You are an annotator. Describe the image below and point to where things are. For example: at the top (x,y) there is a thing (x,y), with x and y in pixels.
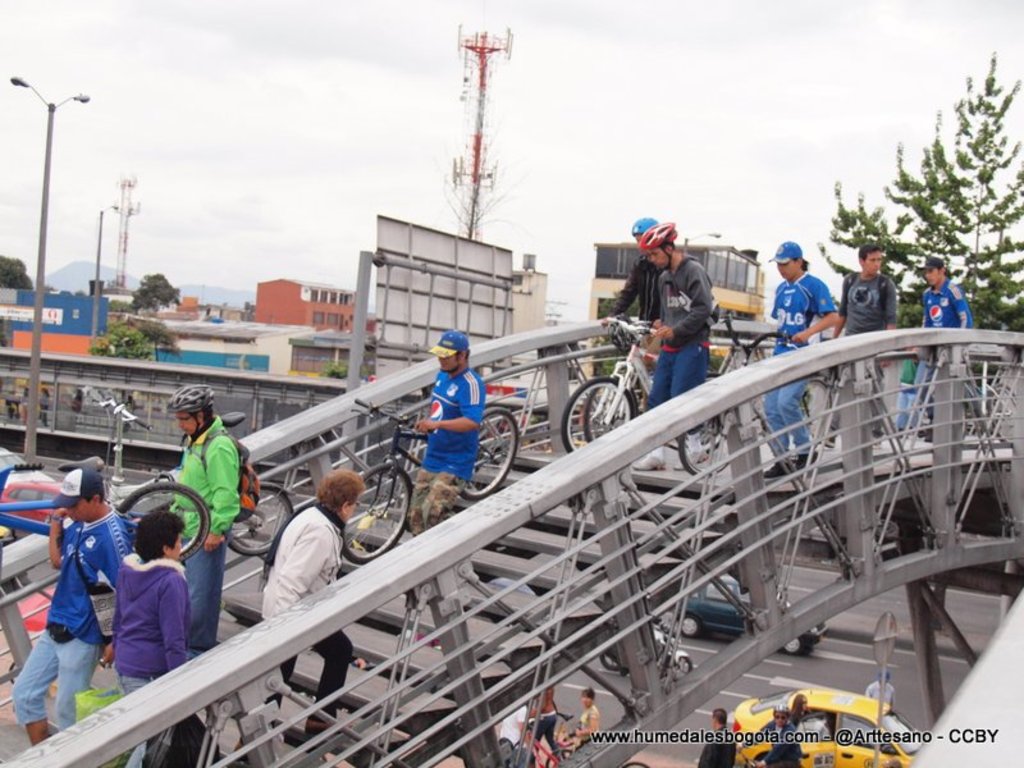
In this image there are group of people (962,324) holding bicycles (26,503) and walking on the stair case (504,494), and at the background (258,12) there are vehicles (29,481) on the road (695,642), lights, poles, buildings (246,363), trees (12,283), hills (222,298), sky (245,242).
